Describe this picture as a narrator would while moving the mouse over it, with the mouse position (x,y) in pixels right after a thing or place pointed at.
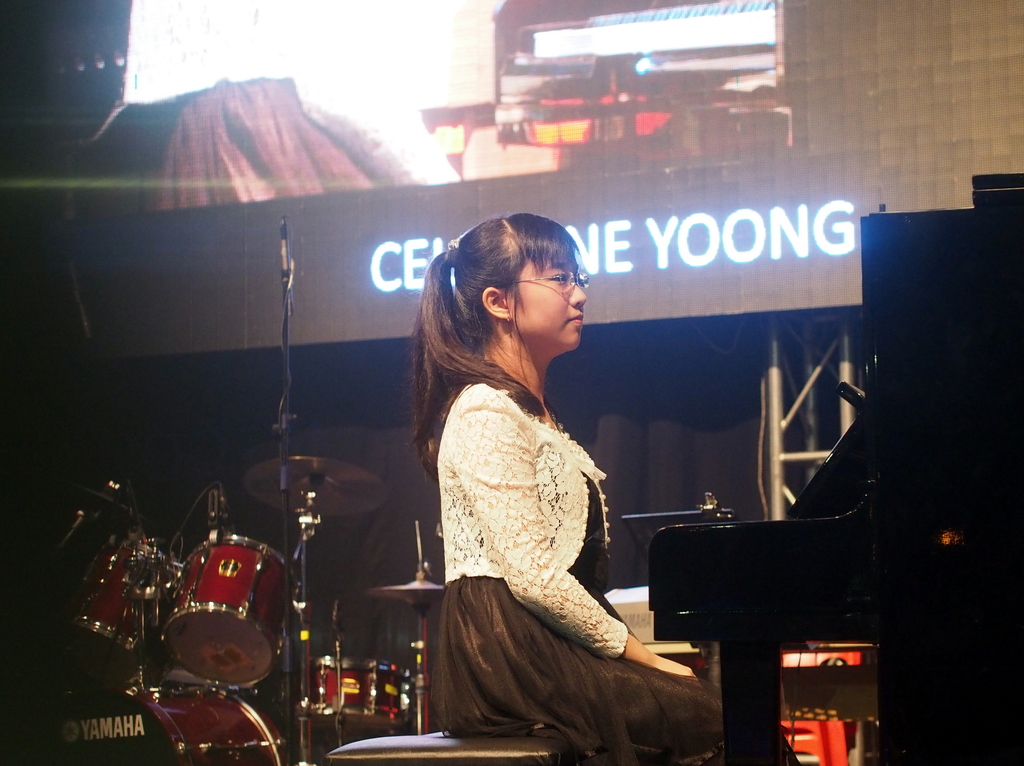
In this image I can see the person (513,673) sitting and the person (499,618) is wearing white and black color dress (535,614). Background (348,678) I can see few musical instruments (424,664) and I can also see the screen (491,216).
